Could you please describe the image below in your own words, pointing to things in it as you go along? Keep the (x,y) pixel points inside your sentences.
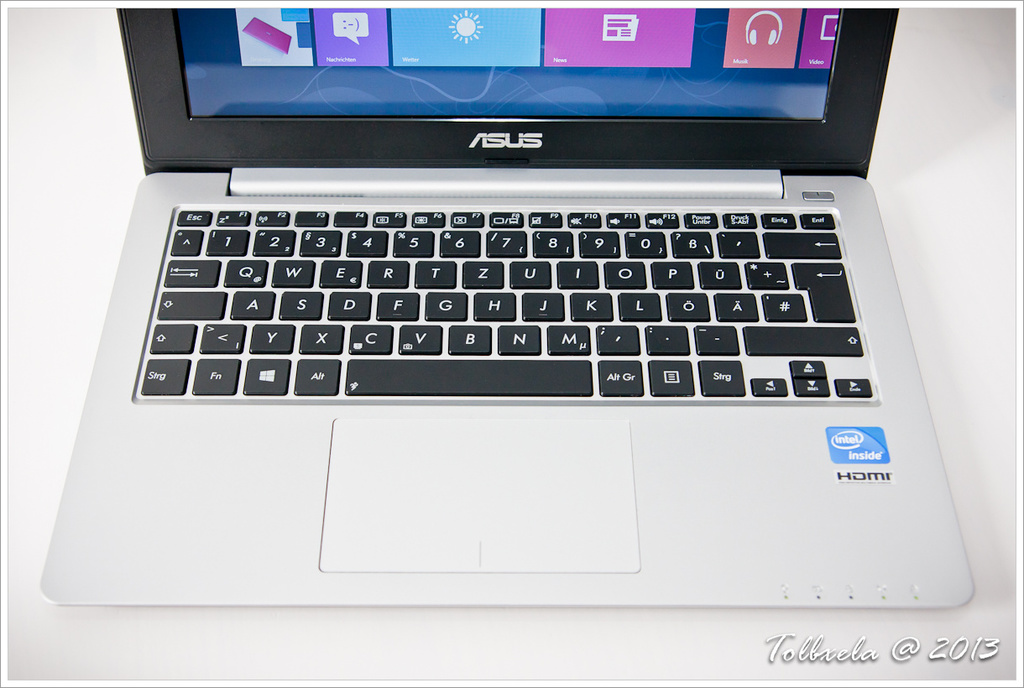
In this image I can see a laptop (517,475) which is white and black in color. I can see its screen (440,74) is blue, orange, white and purple in color. I can see the laptop (411,116) is on the white colored surface (942,300).
